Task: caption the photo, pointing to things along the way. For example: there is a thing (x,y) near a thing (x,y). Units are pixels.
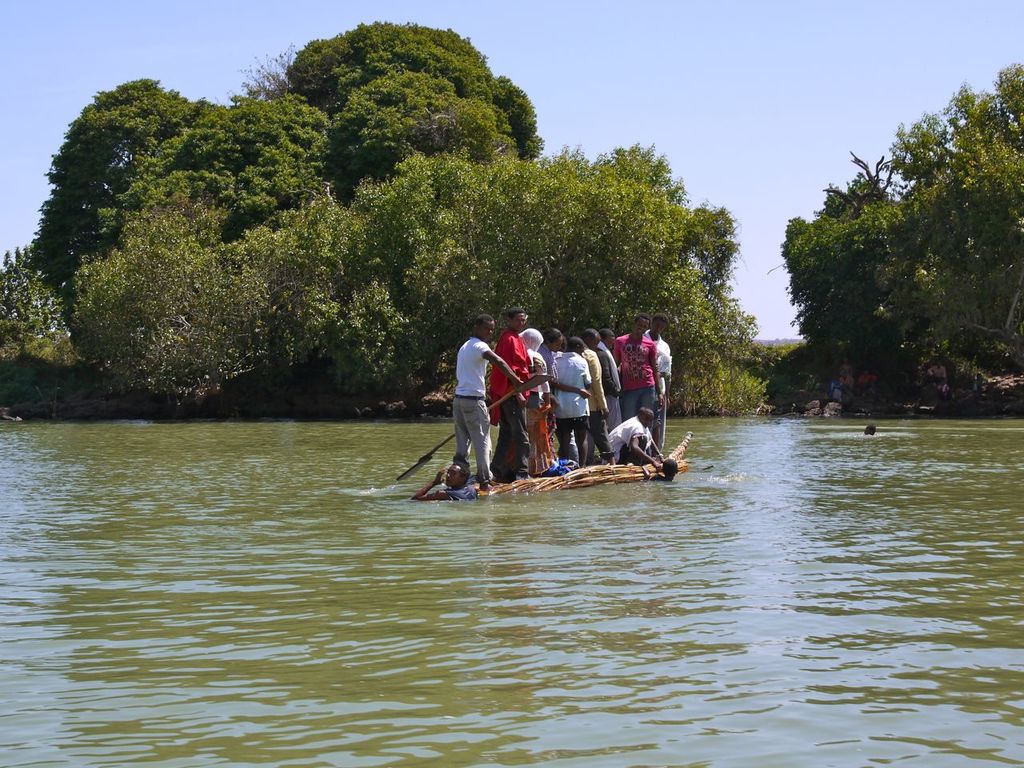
This is a picture taken near a river (937,467) or a lake (744,543). In the foreground of the picture (670,529) there are water (526,503), in the water (408,487) there are few persons (487,462) standing on a wood (574,479). In the background (391,253) there are trees (573,264). Sky (676,101) is clear and Sunny.
